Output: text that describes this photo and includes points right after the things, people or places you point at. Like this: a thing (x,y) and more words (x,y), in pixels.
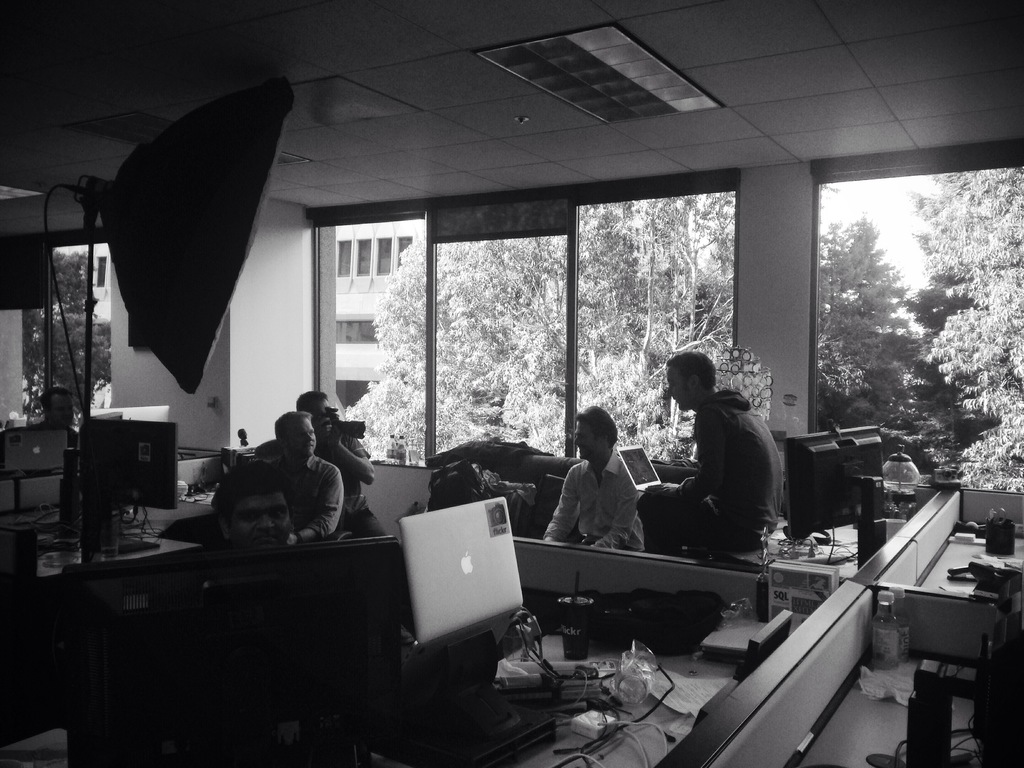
In this image I can see the group of people (270,500). One person (326,434) is holding the camera (340,432) and another person (659,525) is holding the laptop (644,475). I can see many laptops (424,533), systems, cup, papers (674,699) on the table (722,667). To the left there is a light (124,262). In the background (352,376) I can see the glass (468,318). Through the glass (469,258) I can see many trees (410,326) and an another building (361,298).
